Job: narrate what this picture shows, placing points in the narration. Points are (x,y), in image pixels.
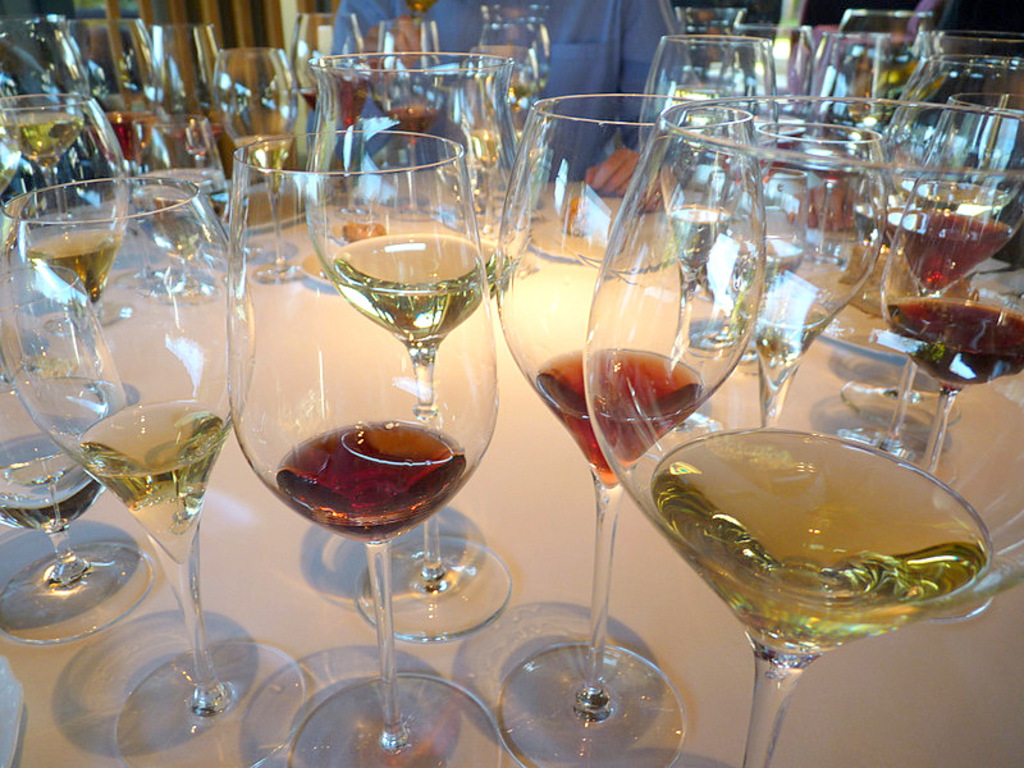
In this image I can see few glasses (606,577). In the background (574,6) I can see a person (580,25). I can see some drink (809,526) in the glasses (451,301).
